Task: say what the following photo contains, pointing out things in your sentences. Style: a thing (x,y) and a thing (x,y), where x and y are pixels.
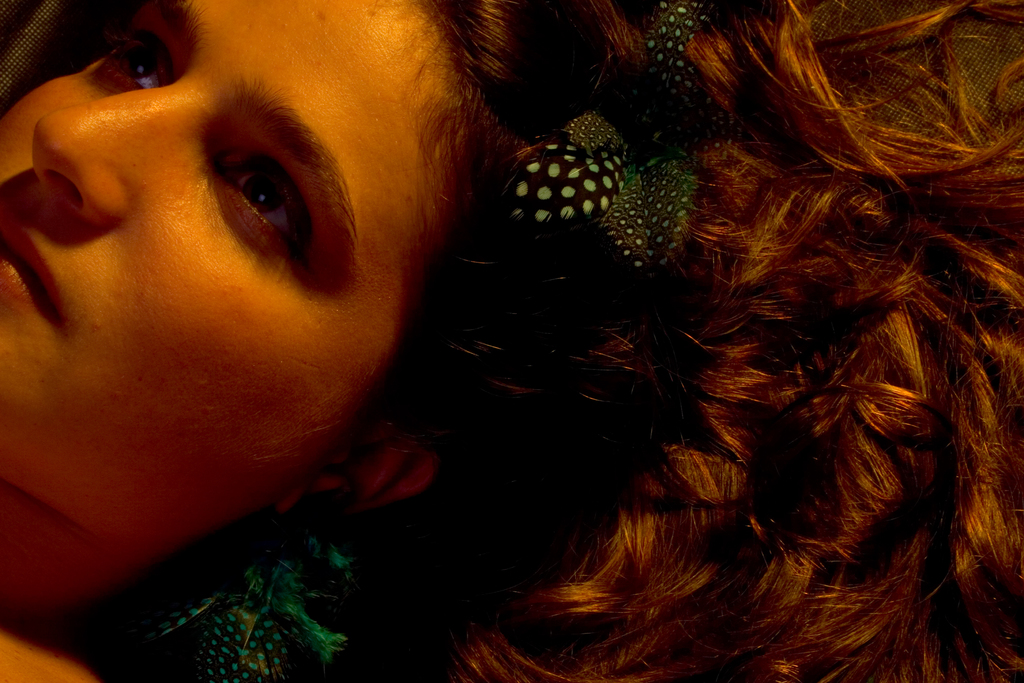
In this image we can see a person's face (319,261) and objects (306,623) on the hair (823,386).
